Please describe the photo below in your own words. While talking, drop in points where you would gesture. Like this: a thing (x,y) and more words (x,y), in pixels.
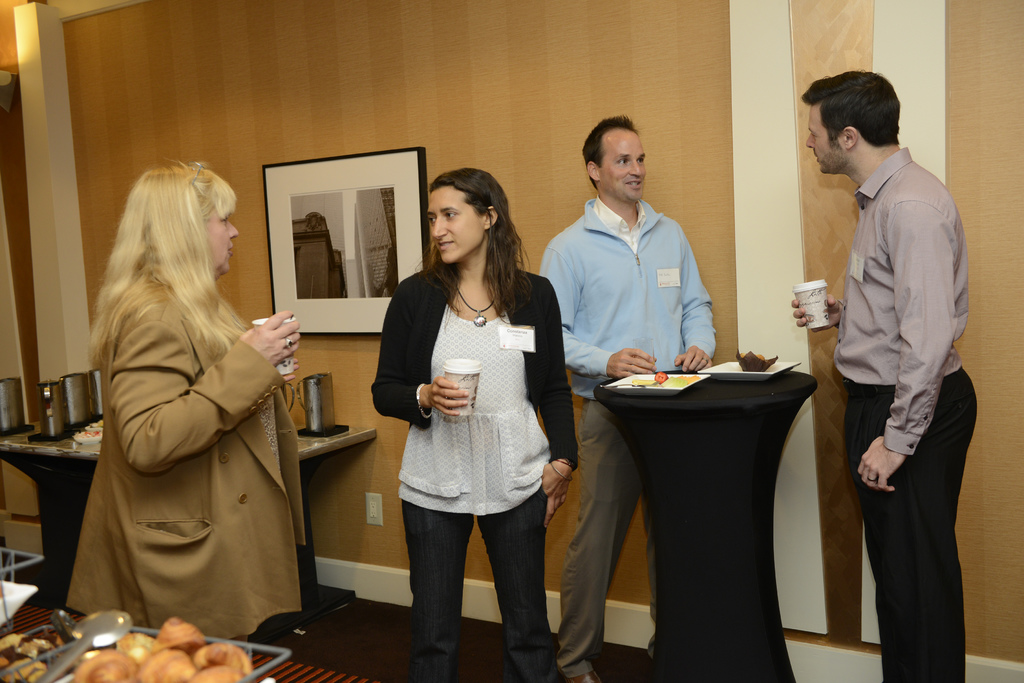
In this image i can see 2 woman (273,382) and 2 men (878,209) standing and three (846,300) of them holding a cups (820,301) in their hands (282,353). In the background (529,108) i can see a wall (514,95) and a photo frame (385,174) attached to it.
